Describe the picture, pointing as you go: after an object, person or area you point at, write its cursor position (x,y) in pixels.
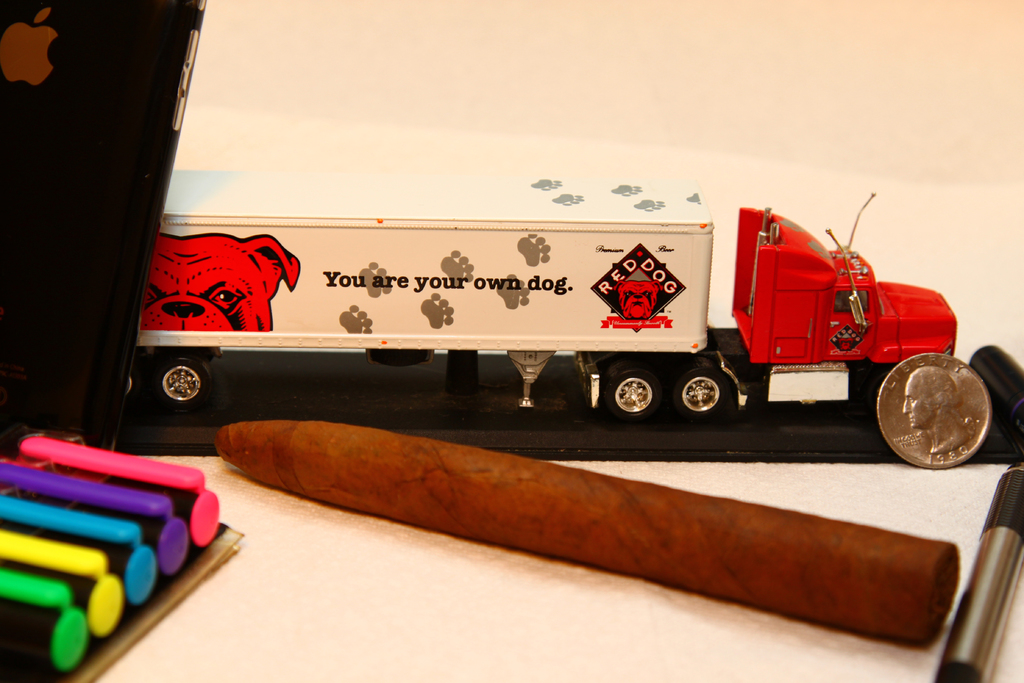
In this image I can see a toy truck (536,278), a coin (894,397), a pen (1009,519), a brown colour thing (561,500) over here, a black colour phone (84,232) and here I can see few markers (108,555). I can also see something is written over here.
